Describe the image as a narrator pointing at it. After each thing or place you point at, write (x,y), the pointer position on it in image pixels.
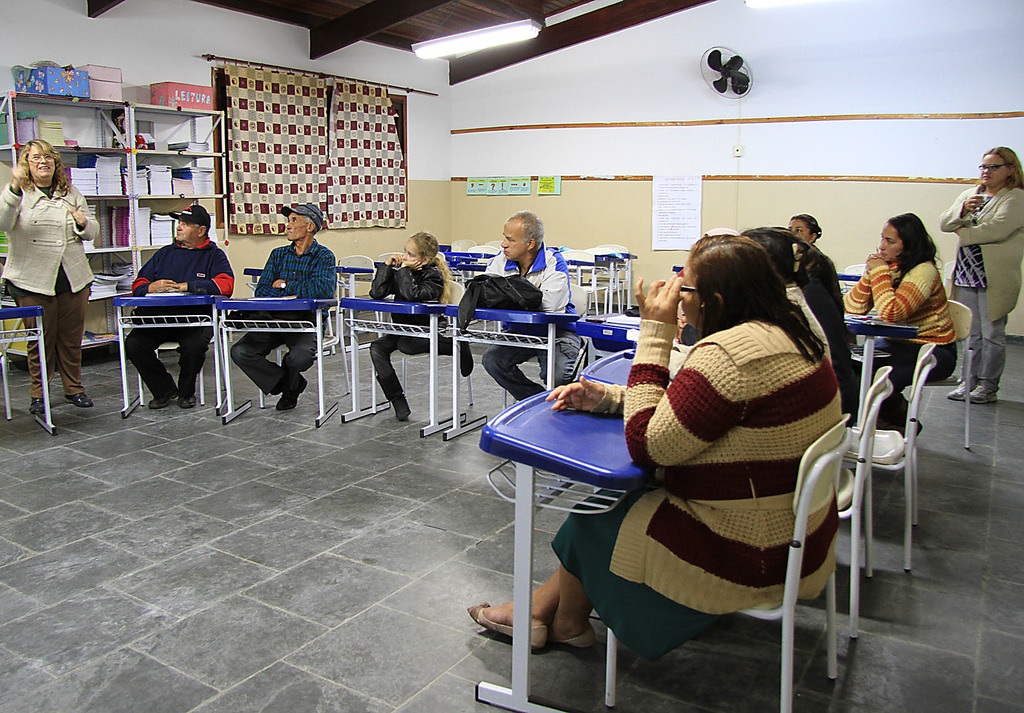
people (153,344) are sitting on the chairs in a room (86,55). left and right to them 2 people (998,212) are standing. behind them there are shelves (144,150) and books (159,177). next to them there are windows (276,135) and curtains (284,133). at the right (822,104) there is a wall (791,113) and a fan (716,71). on the top (474,39) there are lights (469,40).
